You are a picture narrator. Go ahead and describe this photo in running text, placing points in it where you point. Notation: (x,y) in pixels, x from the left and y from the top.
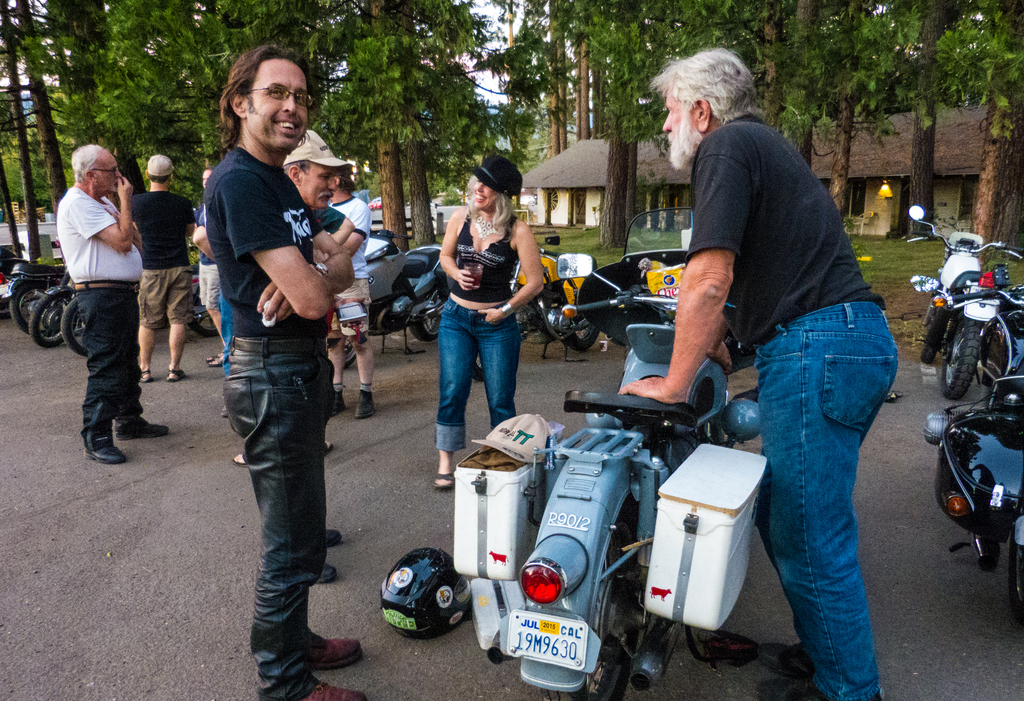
In this image I can see group of people (96,186) standing, in front (281,256) the person (328,342) is wearing black color dress (269,234) and the person (821,259) at right (834,261) wearing black shirt (833,261), blue pant (813,396). I can also see few vehicles (579,463), in front (582,500) the vehicle (589,477) is in gray color. Background (570,189) I can see trees (340,106) in green color, a house (556,172) in cream color and the sky (497,97) is in white color.
